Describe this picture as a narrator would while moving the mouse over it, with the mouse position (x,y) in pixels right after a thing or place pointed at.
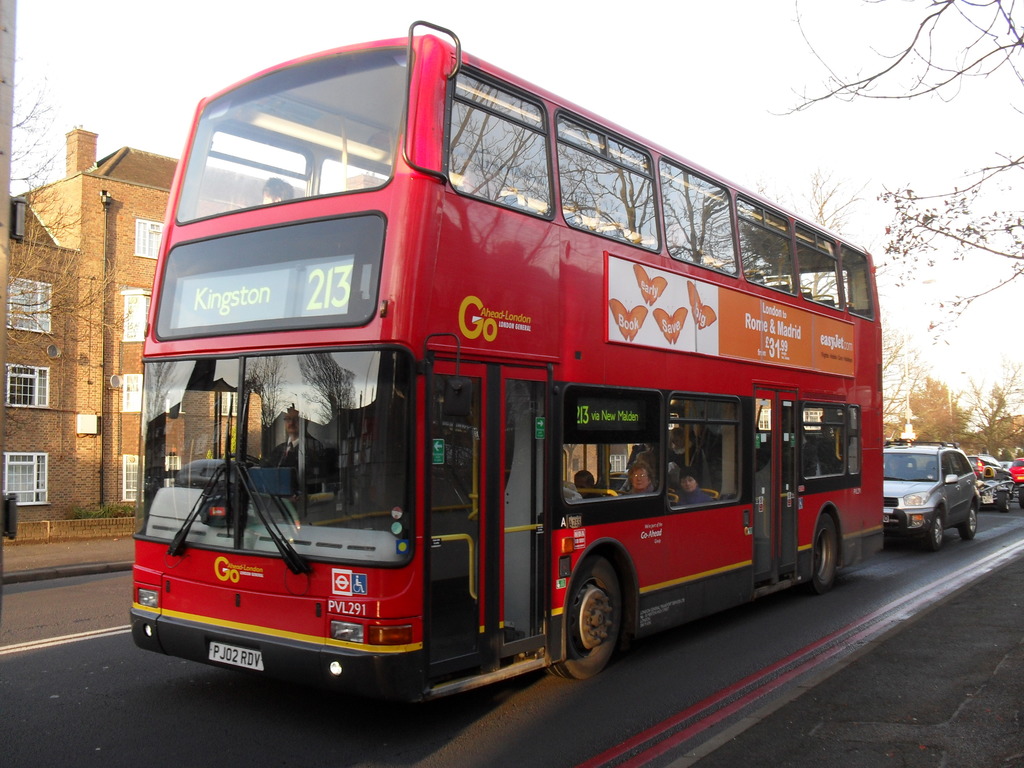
In this image we can see bus (650,357) and other vehicles (920,459) on the road (519,675). Inside the bus (427,376) there are few people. On the bus (273,243) we can see text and numbers (330,287). In the back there are trees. And we can see a building (80,276) with windows (41,380). In the background (675,53) there is sky (675,53).
